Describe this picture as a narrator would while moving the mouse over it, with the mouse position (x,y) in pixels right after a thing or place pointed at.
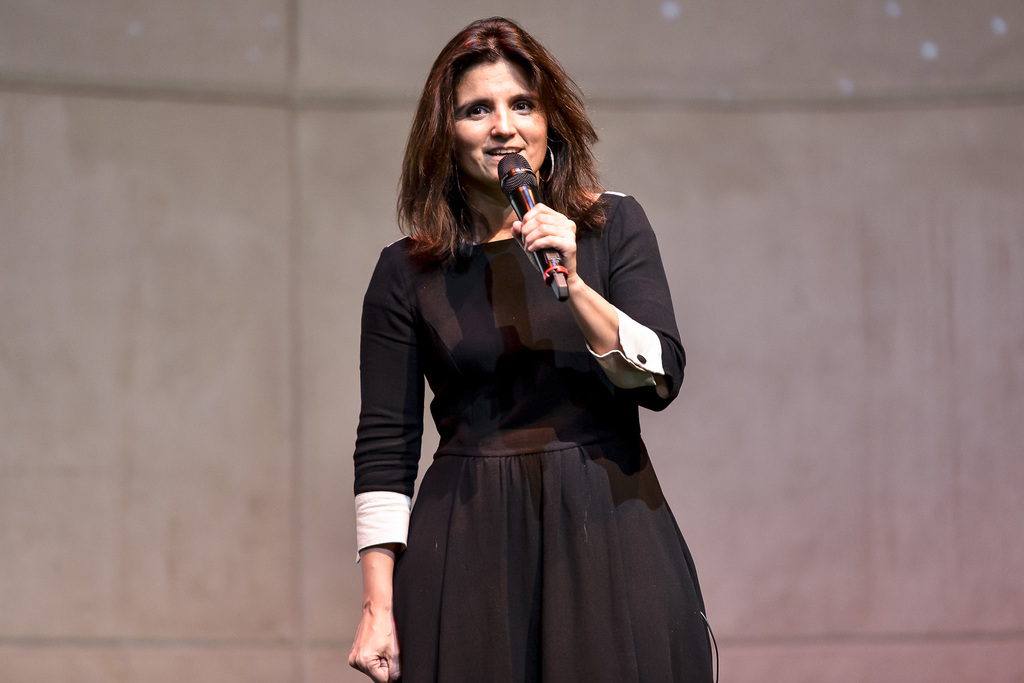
This picture describes about a standing woman (471,389), she is talking with the help of microphone (527,209).
